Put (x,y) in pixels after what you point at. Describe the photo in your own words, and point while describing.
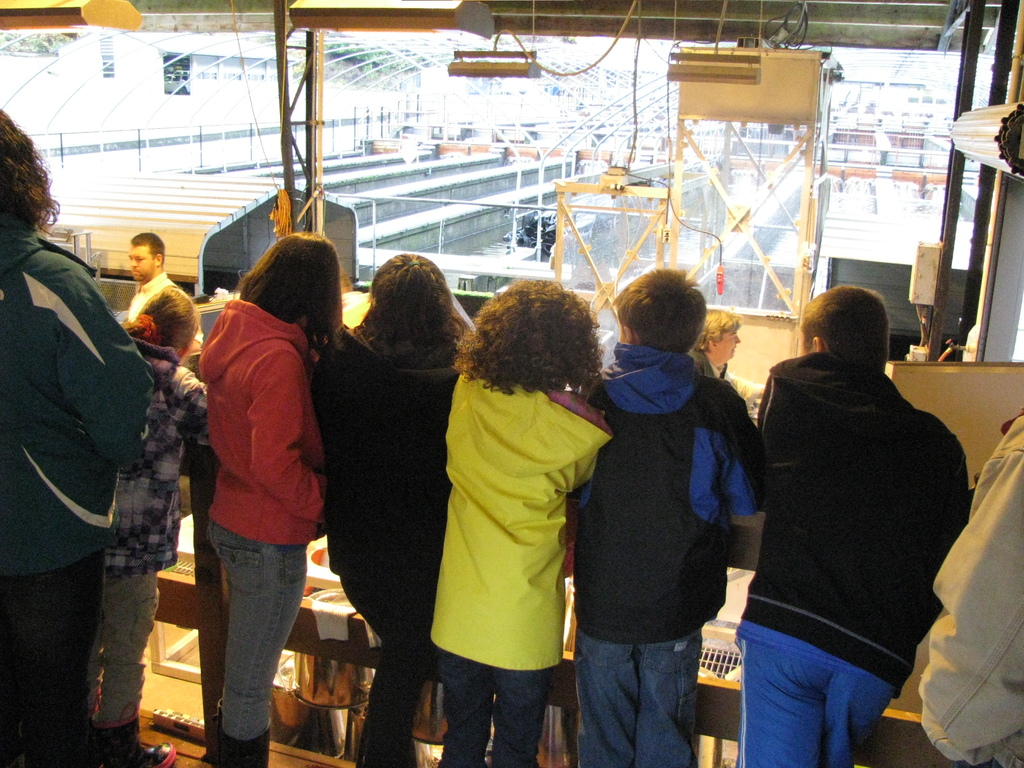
In this image in the front (373,484) there are persons (469,494) standing. In the background (391,155) there are objects (653,183) which are yellow and white in colour and there are stands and there are poles (293,104).
